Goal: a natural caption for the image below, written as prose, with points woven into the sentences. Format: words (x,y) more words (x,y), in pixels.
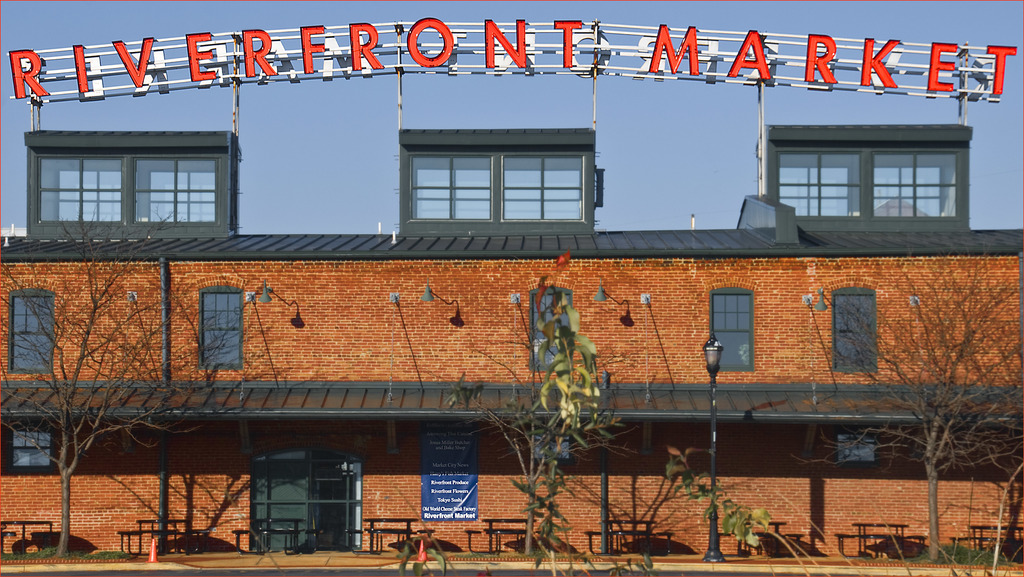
In this picture there is a building (401,515) which has few chairs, tables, plants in front of it and there are few lights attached to the building (372,345) and there is river front market written above the building (244,388).
